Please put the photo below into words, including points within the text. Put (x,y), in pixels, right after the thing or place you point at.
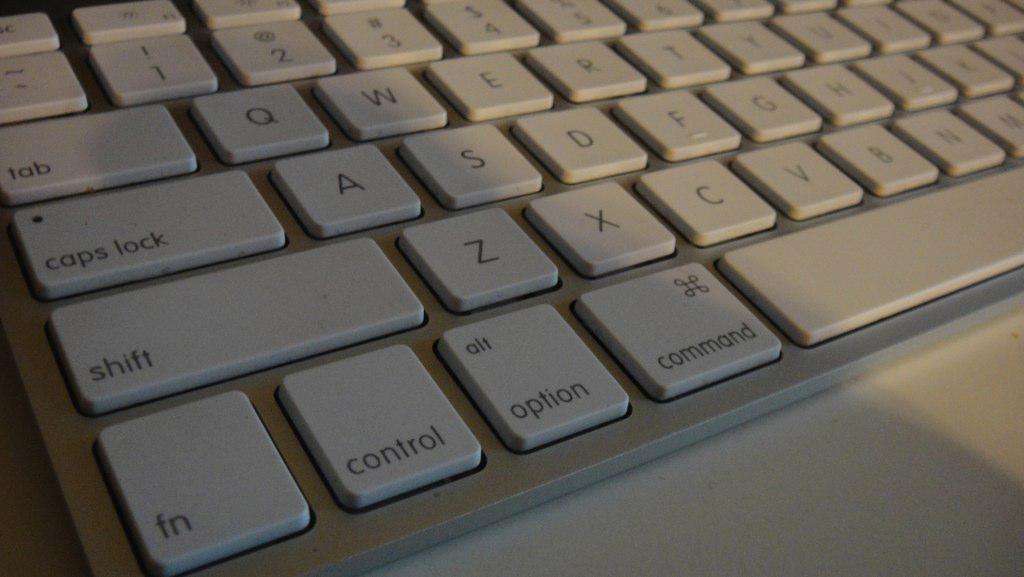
In this picture there is a keyboard (539,479) on a white surface (744,478). The keyboard (157,257) is in silver color.
